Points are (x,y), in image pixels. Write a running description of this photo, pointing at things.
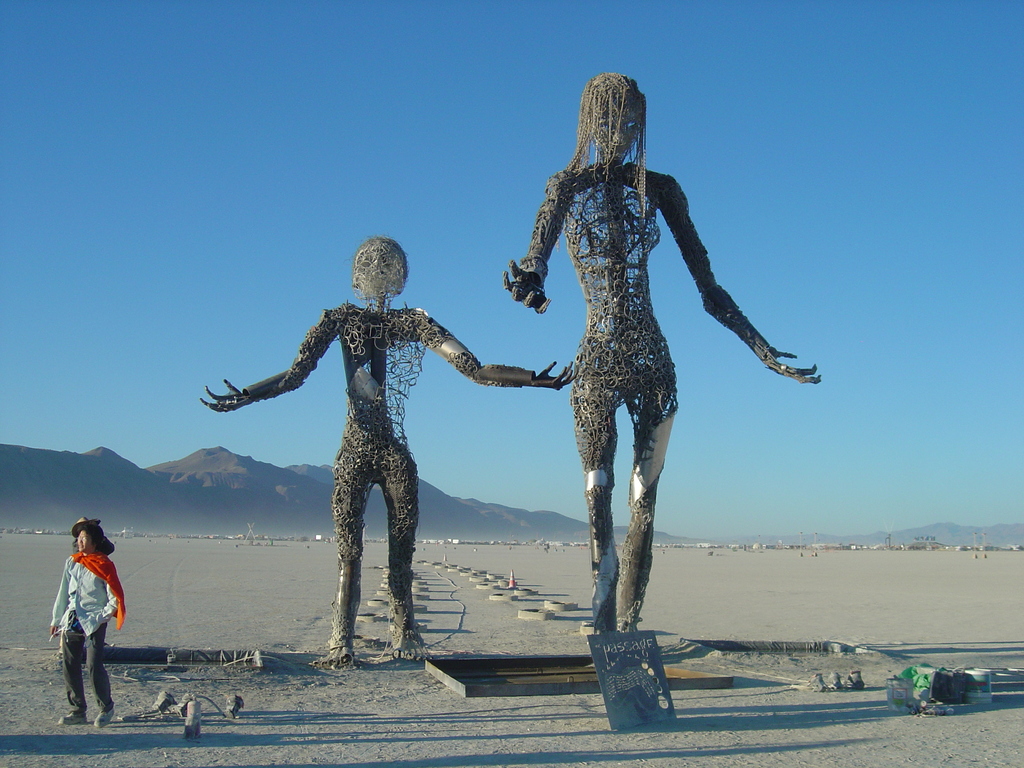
In this image we can see two sculptures (385,419) and a person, there are some objects (597,643) and mountains (234,482), in the background (194,228) we can see the sky (140,231).
